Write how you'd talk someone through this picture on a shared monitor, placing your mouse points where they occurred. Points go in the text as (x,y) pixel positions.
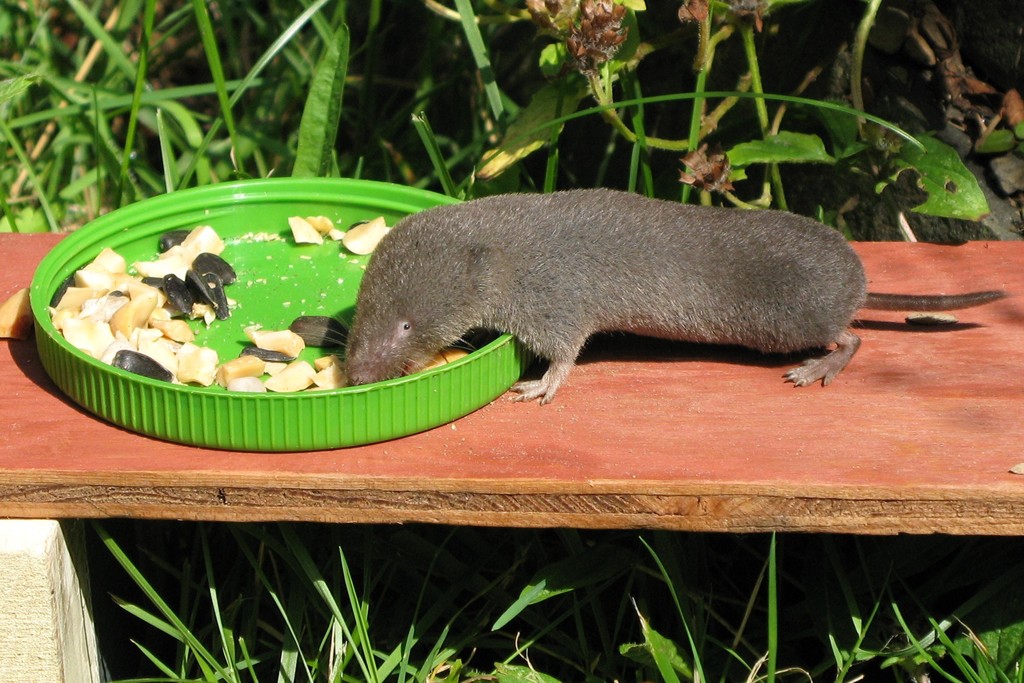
In this image I can see an animal (820,318) on the brown color surface (689,463) and I can also see the plate (288,392) in green color. In the background (476,49) I can see few plants (469,17) in green color.
